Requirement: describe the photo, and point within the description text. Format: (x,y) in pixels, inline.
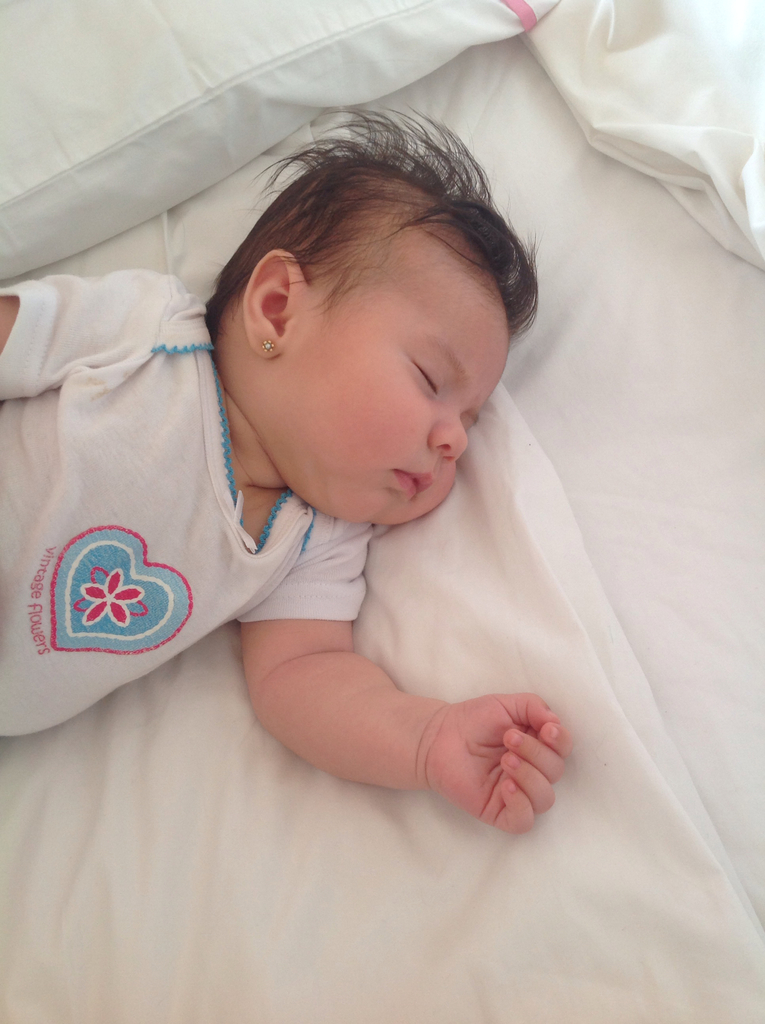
In the picture I can see a baby (329,437) wearing white T-shirt (201,442) is sleeping and there is a white pillow (148,86) in the left top corner (133,69).
